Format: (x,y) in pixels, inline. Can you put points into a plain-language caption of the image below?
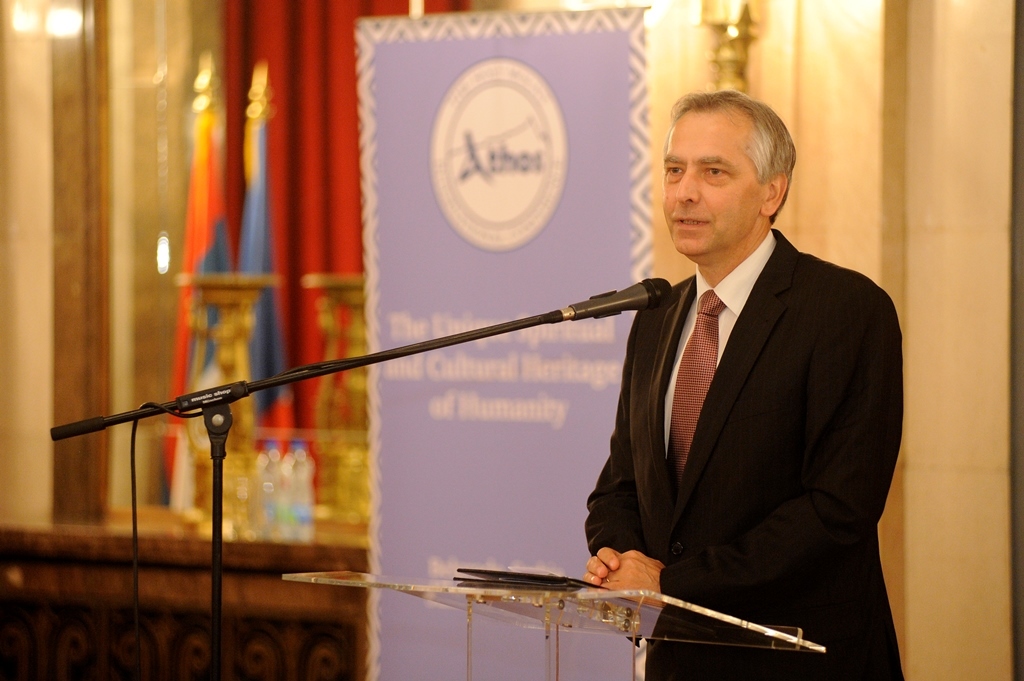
In this image there is one person (705,510) standing on the right side of this image (726,466) is wearing a black color blazer (743,456). There is a Mic (210,402) on the left side of this image (232,395). There is a stand (571,620) in the bottom of this image (534,624). There is a wall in the background (900,175). There is a poster (498,198) in the middle of this image (421,340).
